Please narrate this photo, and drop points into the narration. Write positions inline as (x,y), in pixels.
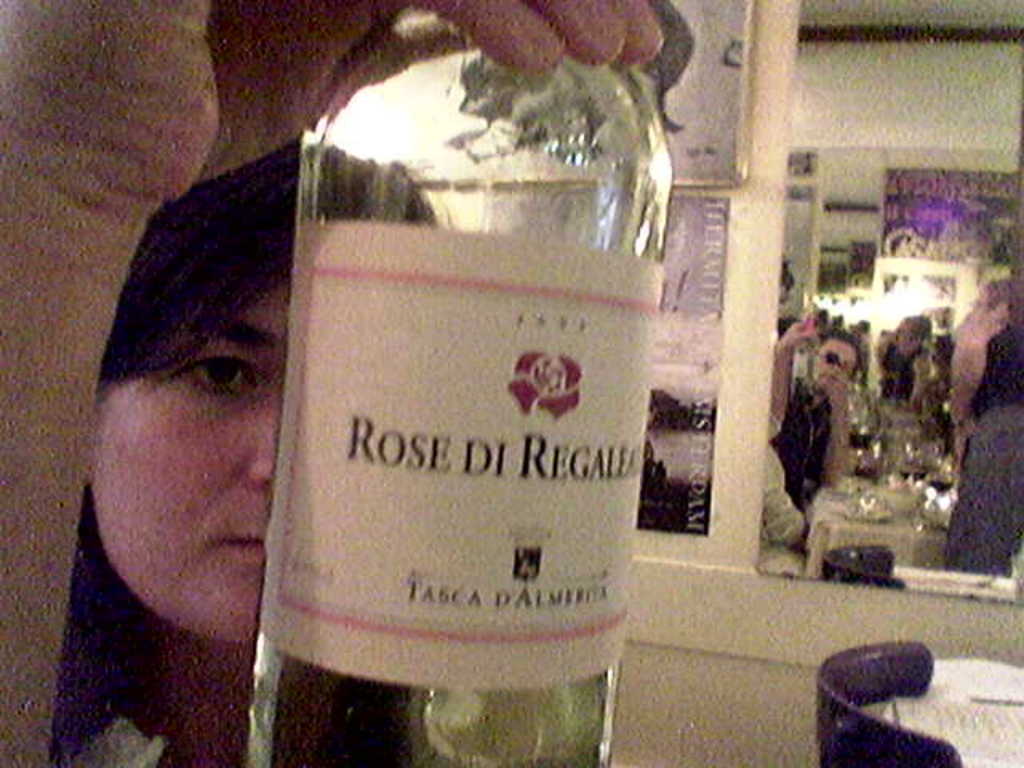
In this image I can see woman (149,435) holding a bottle (485,392).
